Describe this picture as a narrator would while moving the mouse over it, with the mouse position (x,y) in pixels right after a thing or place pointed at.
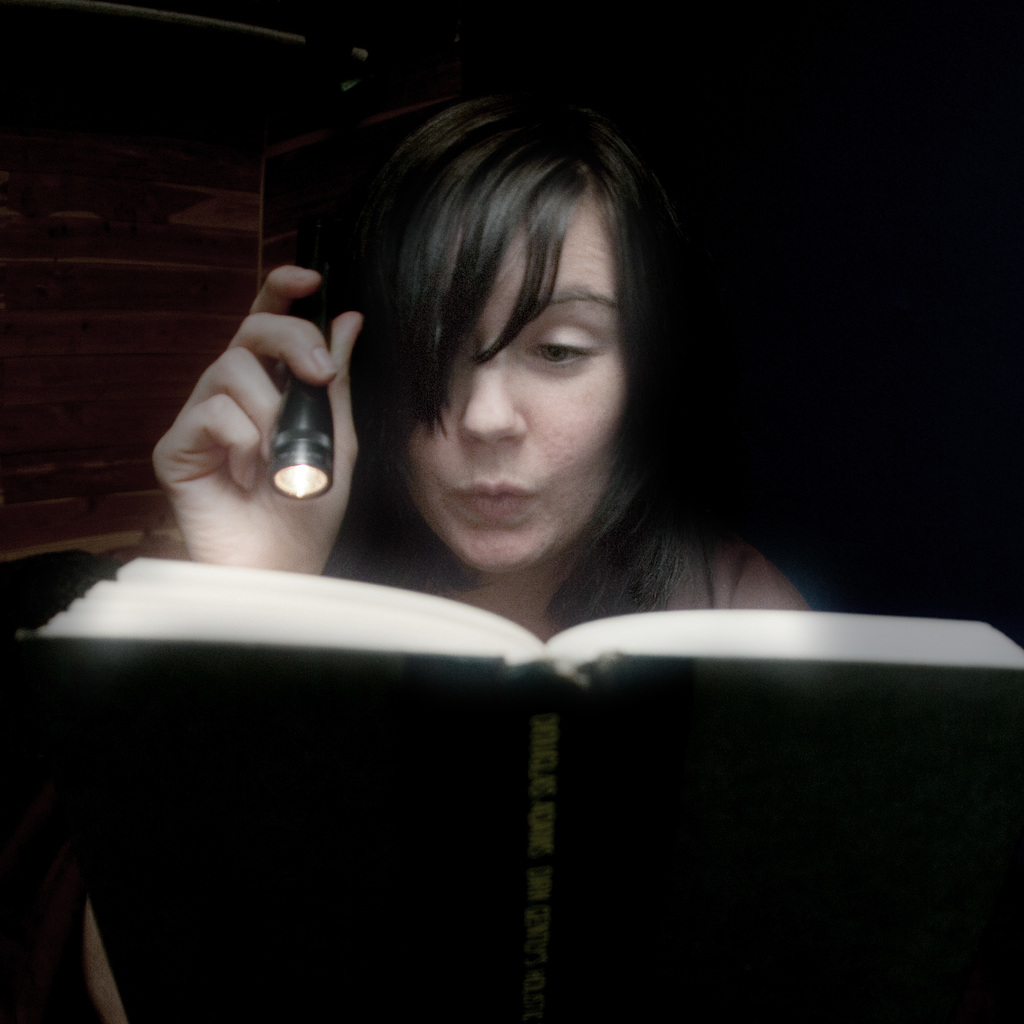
In this picture we can observe a woman (467,506) holding a book (417,683) and a torch (292,490). The background (804,425) is completely dark.
